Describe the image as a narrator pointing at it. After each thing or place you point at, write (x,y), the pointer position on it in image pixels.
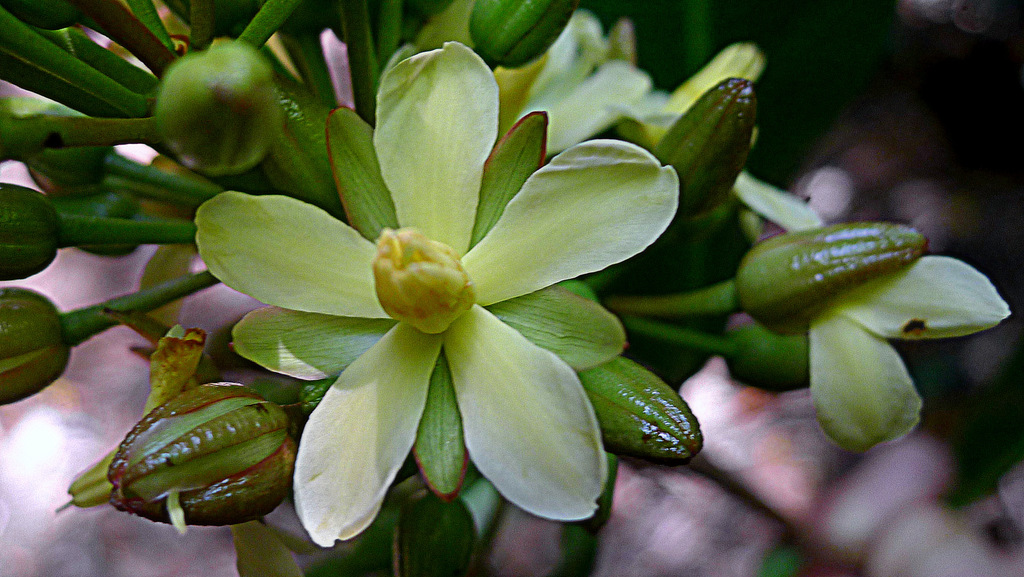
In this image, we can see some flowers (522,273), buds (494,57) and the background (872,5) is blurred.
